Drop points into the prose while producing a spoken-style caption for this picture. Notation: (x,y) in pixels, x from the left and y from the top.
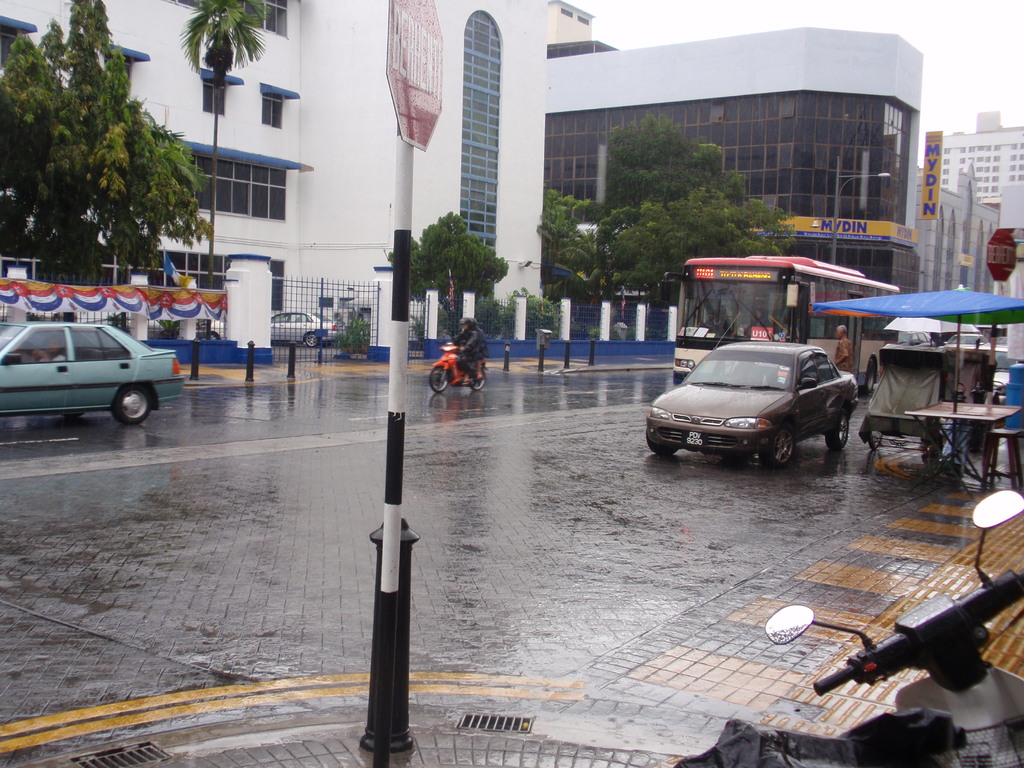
This is a picture taken in the outdoors. It is raining. On the road (177,420) there are vehicles (734,309) and a car (768,393) was parked on a path (713,508). Behind the vehicle (91,369) there are fencing (581,321), trees (468,270), buildings (693,135). On the path (482,494) there is a pole (400,338) with sign board (392,87). In front of the pole (387,644) there is a motor vehicle (896,719) parked on path (719,697).
